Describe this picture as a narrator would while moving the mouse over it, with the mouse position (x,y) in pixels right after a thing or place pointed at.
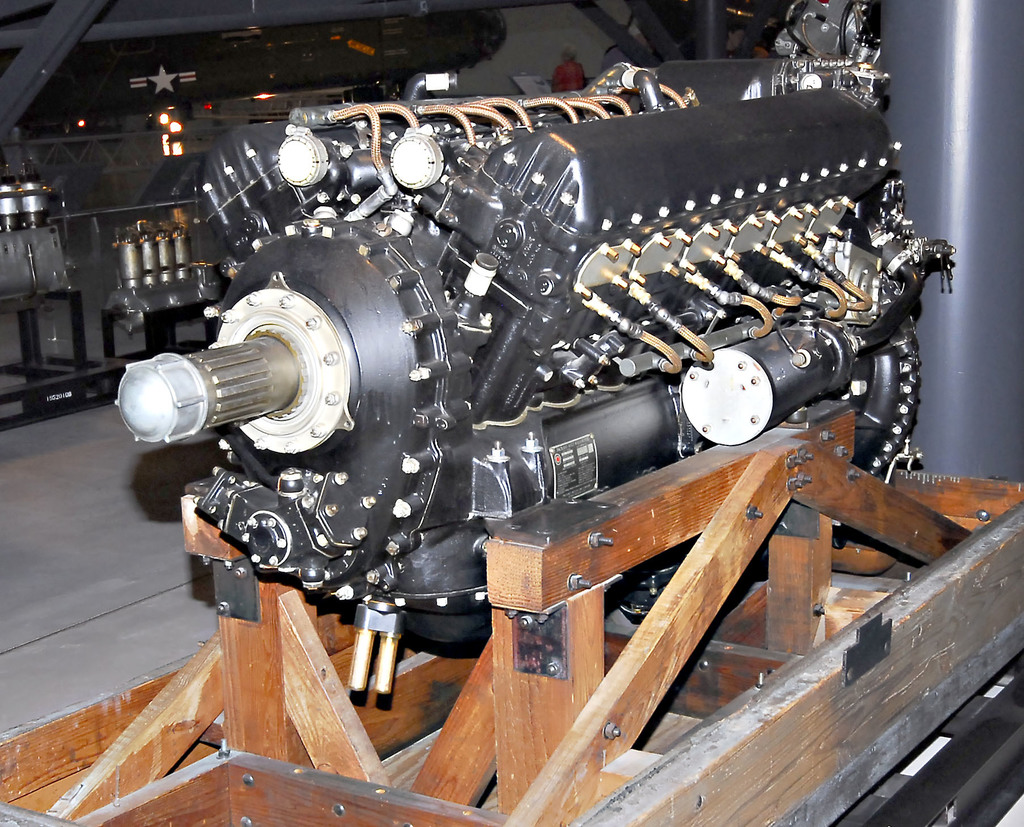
In this image, we can see an engine (582,433) kept on the wooden block (599,690), in the background (158,255) we can see some metal objects (136,248).
